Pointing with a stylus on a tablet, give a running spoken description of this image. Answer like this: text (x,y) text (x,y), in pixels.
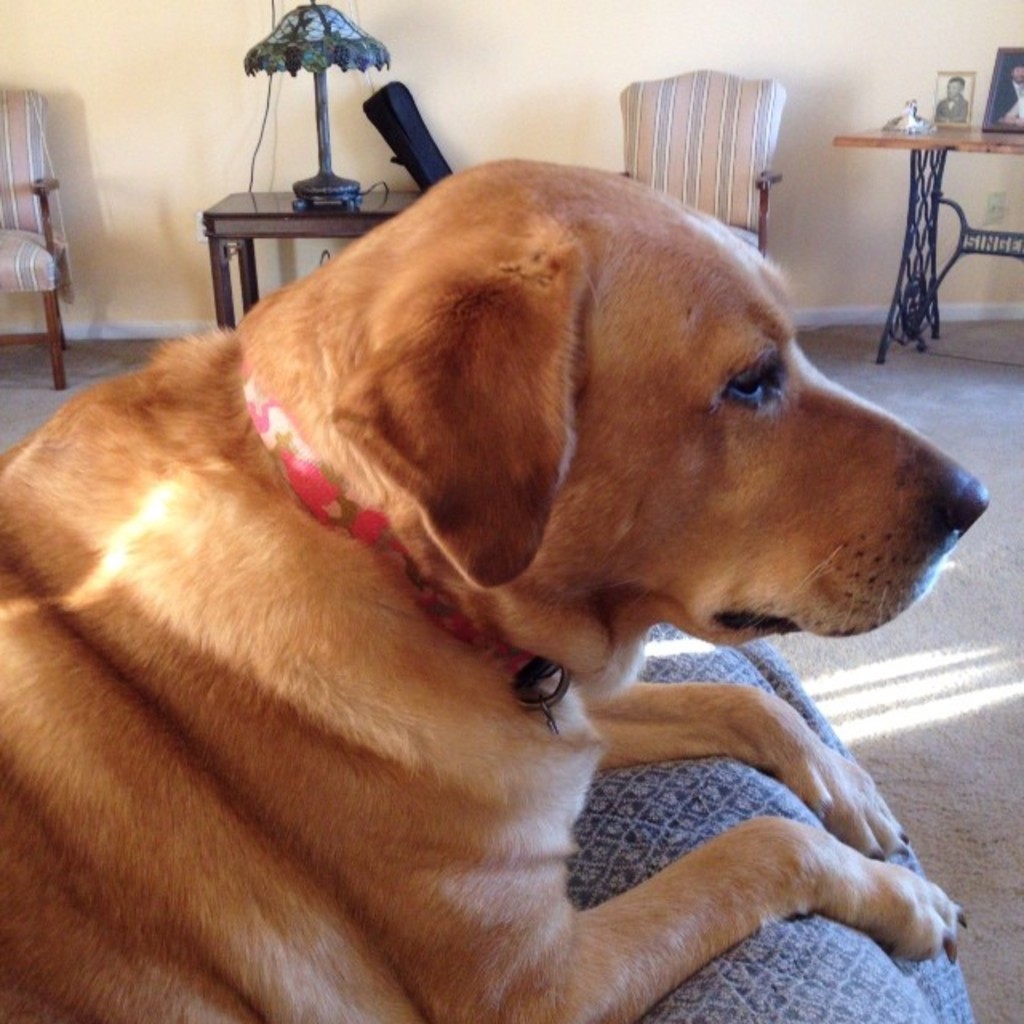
In this image we can see a dog (339,906) on couch (589,848). In the background (921,319) we can see chairs (48,206), table (277,206), lamp (266,66) and photo frames (952,103) on table (966,142).
